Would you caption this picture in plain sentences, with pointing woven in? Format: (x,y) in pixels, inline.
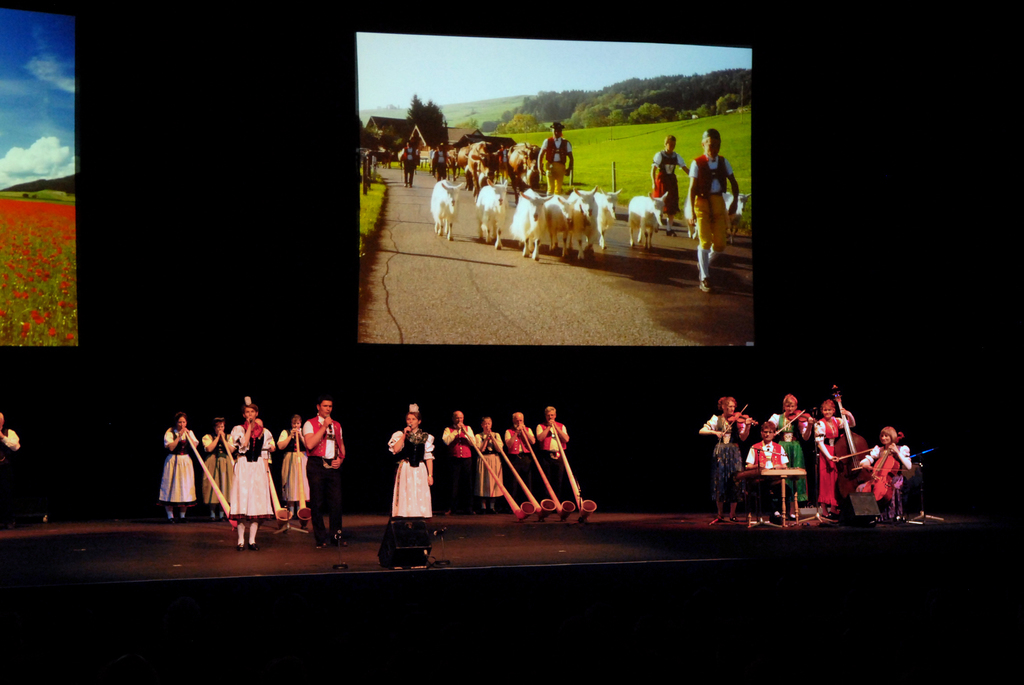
In this picture there are people (467,448) in the center of the image (398,440), on a stage (508,568) and there are posters (614,307) in the background area of the image (554,256).
